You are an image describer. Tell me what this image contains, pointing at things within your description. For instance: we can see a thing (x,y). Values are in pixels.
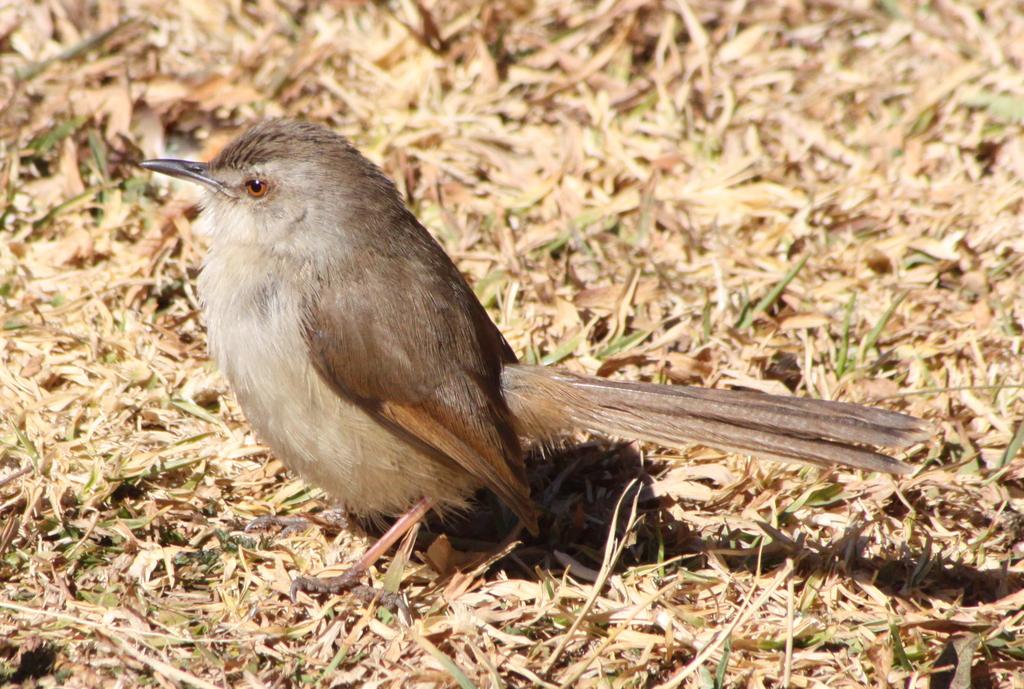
In this picture we can see a bird (295,419) on the ground (848,471) and in the background (150,499) we can see dried leaves (527,148).
